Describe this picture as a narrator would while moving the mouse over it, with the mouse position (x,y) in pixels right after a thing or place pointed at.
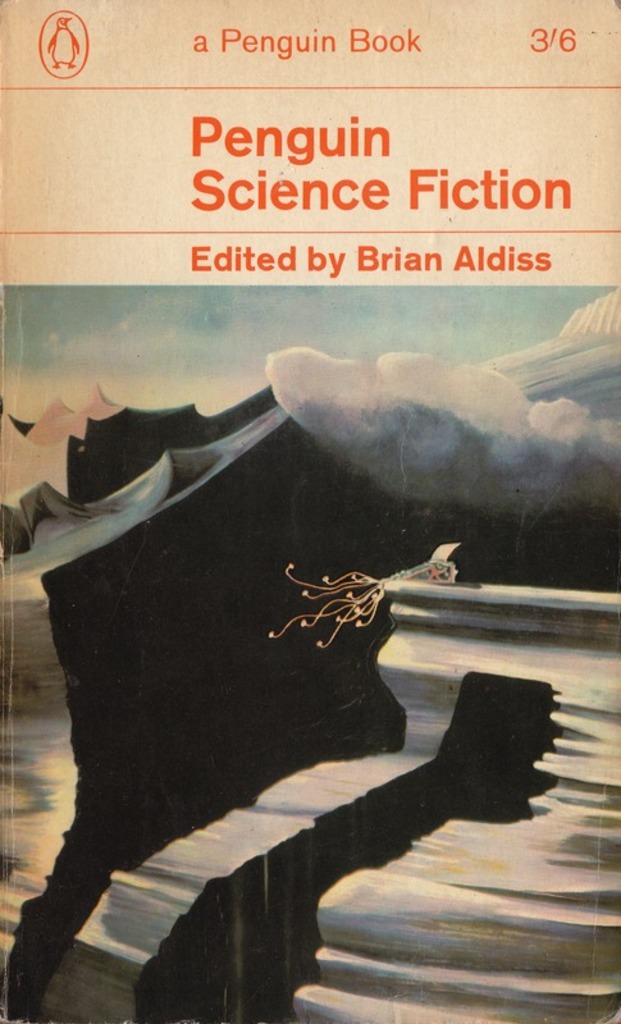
In this picture we can see a book cover (329,461) where, there is some text (285,198) here.
